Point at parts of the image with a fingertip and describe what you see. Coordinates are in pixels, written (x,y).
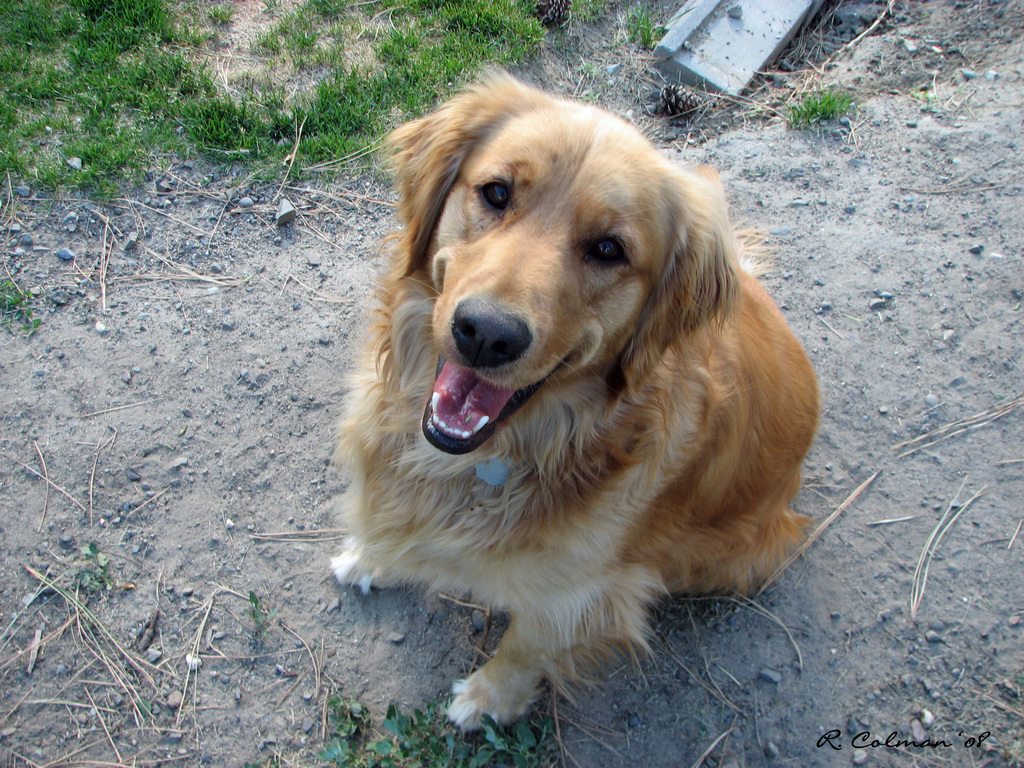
We can see dog (472,704) on the surface (460,656). We can see grass (394,2), leaves (429,744) and stones (856,755). In the bottom right of the image (896,730) we can see text (860,736).
